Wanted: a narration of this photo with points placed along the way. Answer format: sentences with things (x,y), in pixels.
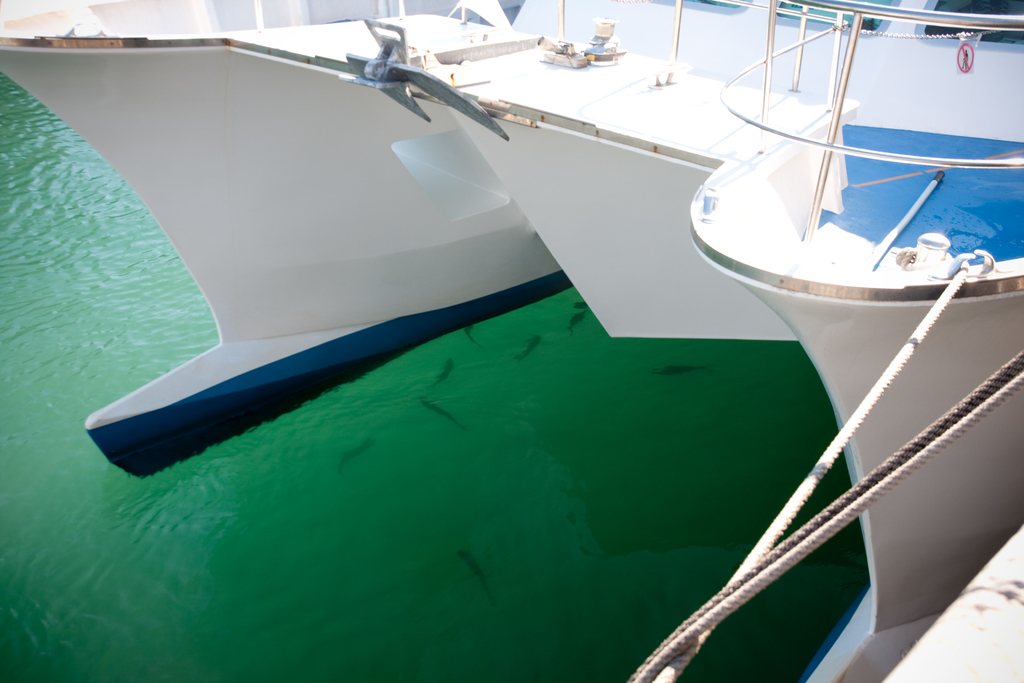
In front of the image there are ropes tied to the ship (396,303). There are fishes (480,575) in the water (346,510).
